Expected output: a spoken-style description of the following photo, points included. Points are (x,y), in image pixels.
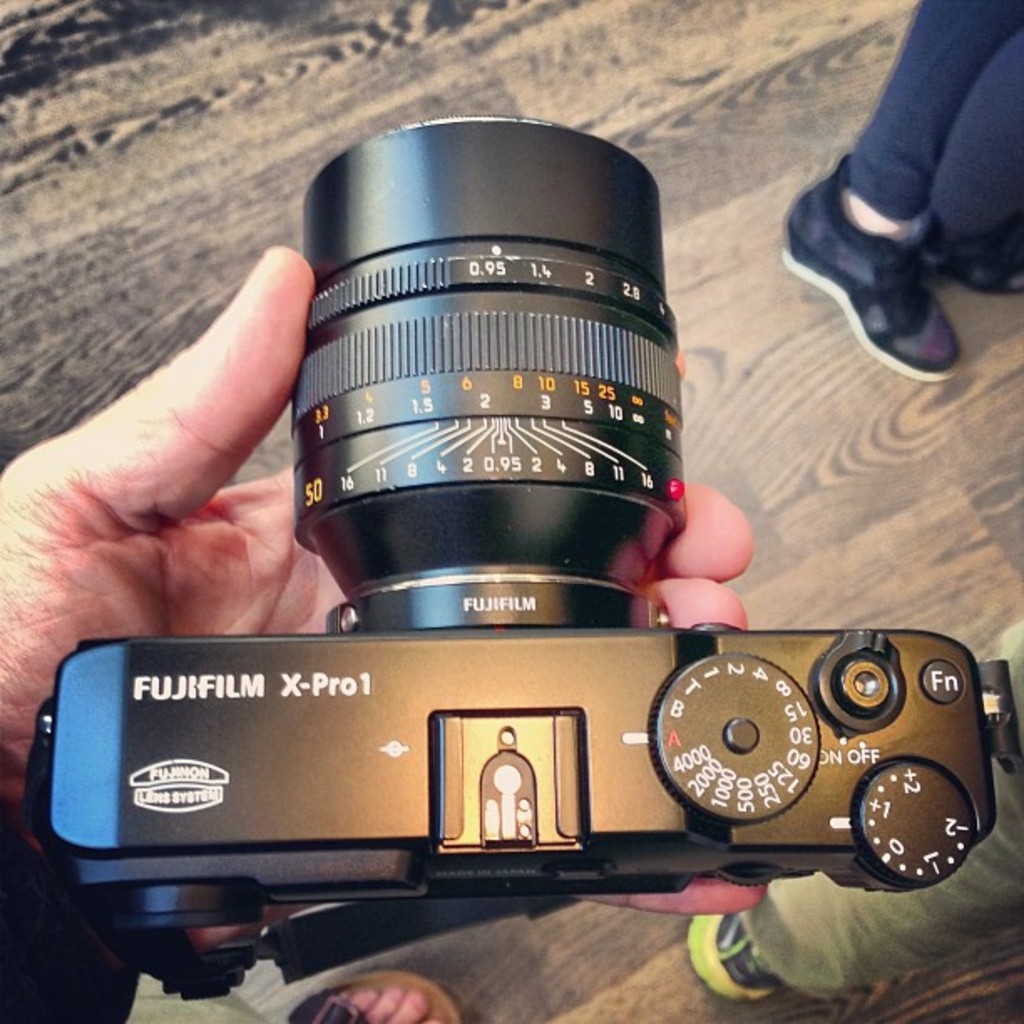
In this picture, we can see a few people (715,616) partially covered and among them we can see a person (204,585) holding a camera (427,529), and we can see the ground (753,469).
